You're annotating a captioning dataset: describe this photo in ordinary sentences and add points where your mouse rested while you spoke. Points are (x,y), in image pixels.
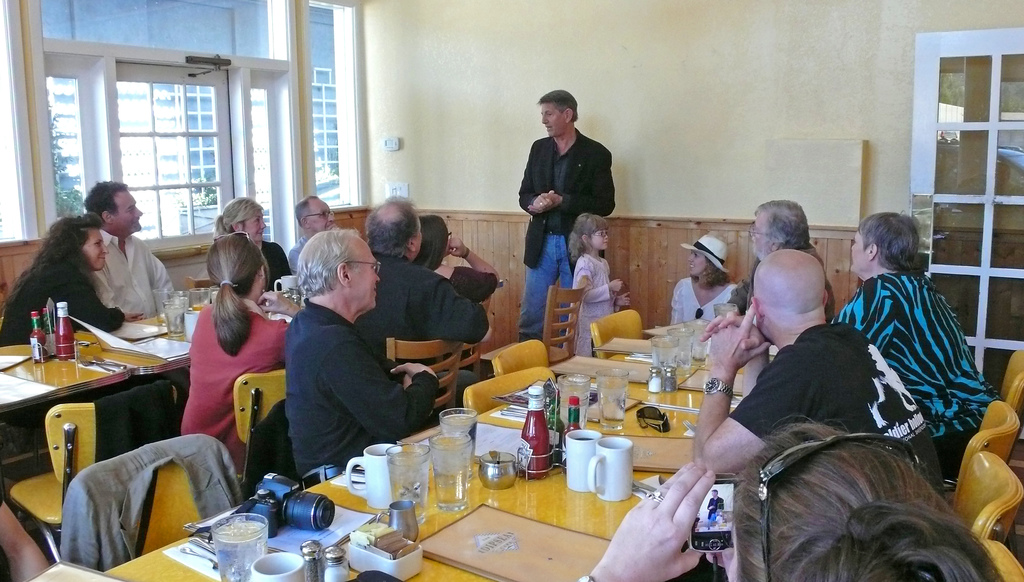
In this image, group of people (216,417) are sat on the chair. The middle, we can see few tables (134,364), few items (543,457) are placed on it. At the background (579,169), the man (567,161) is standing near the wall (669,159). On right side (974,217), we can see glass door (967,264). Left side (336,113), we can see few windows (254,152) and switch board (397,188).
